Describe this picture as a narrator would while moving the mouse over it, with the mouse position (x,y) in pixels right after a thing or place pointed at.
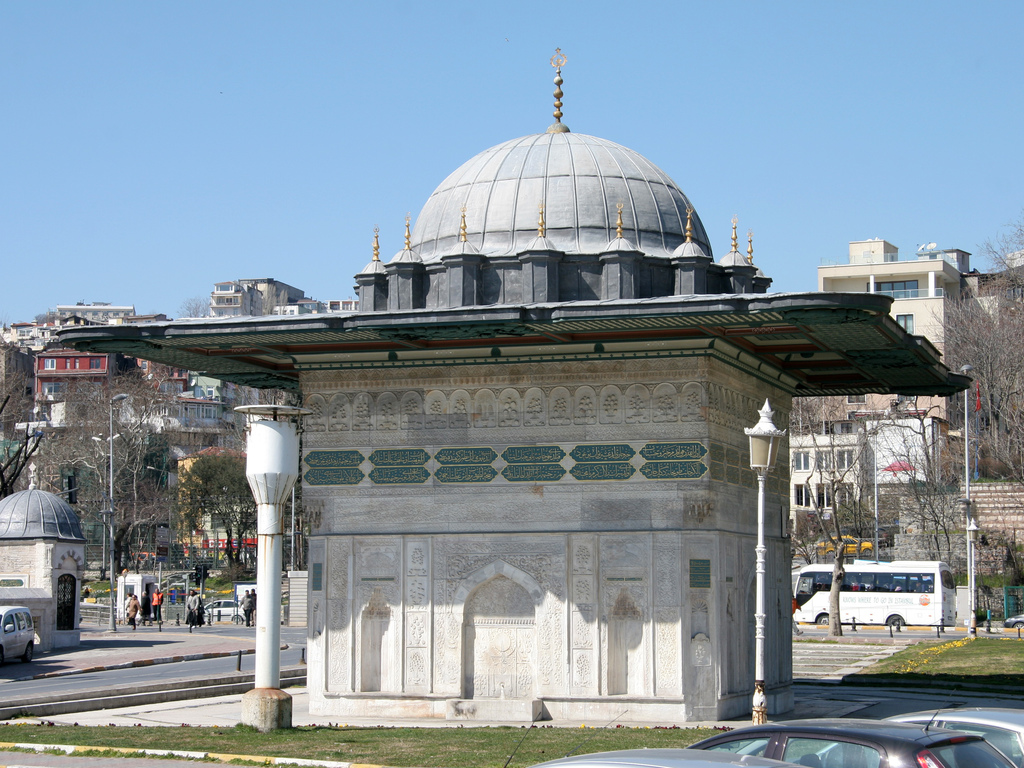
In this picture we can see people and vehicles (225,614) on the road (197,631), here we can see buildings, electric poles (761,440), trees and some objects (251,584) and we can see sky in the background (765,270).
